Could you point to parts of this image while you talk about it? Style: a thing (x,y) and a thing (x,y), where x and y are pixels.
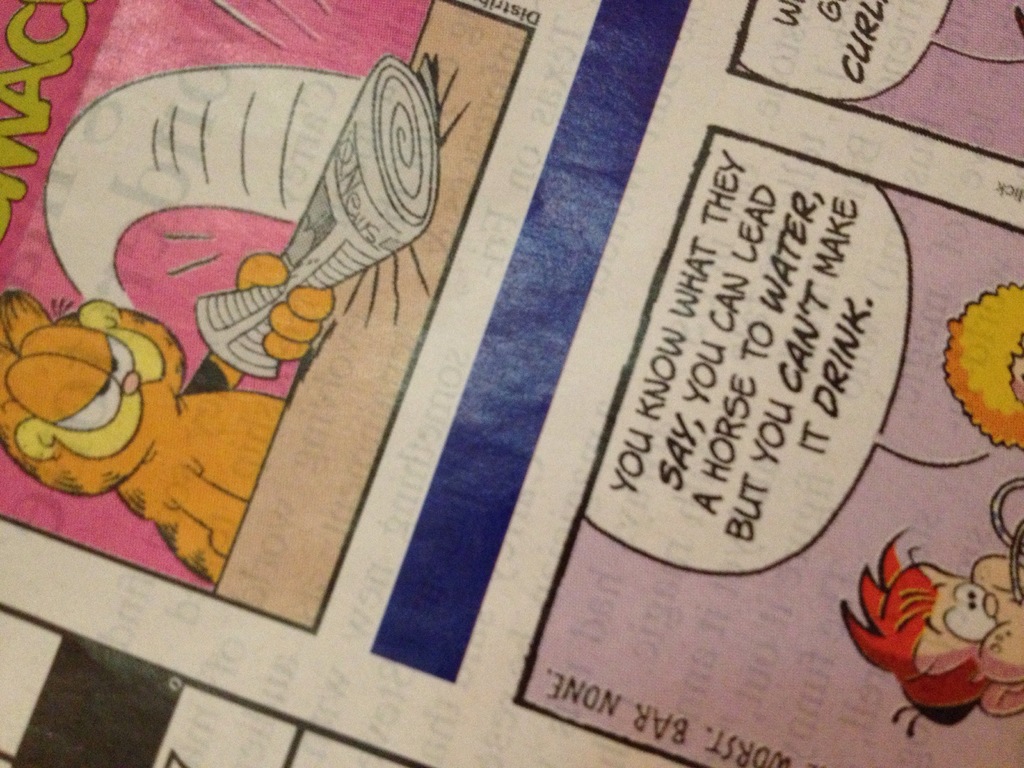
This image consists of a paper (394,495) in which there are cartoons (86,441) and text (699,380).
